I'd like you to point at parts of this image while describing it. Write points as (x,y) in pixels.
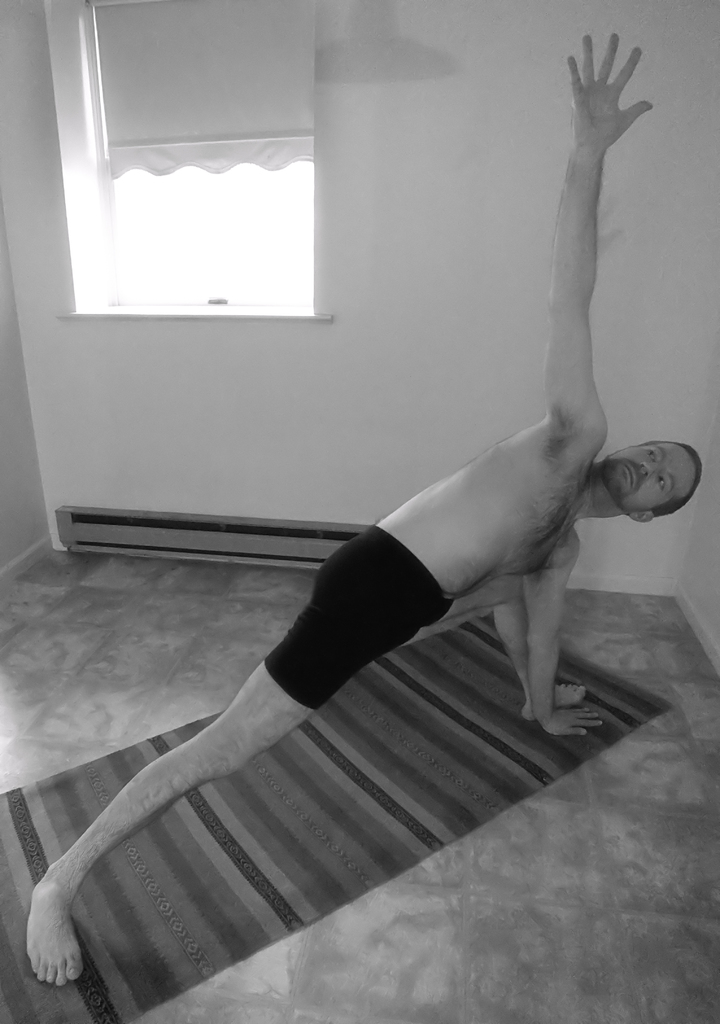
In this image we can see a person (537,604) doing exercises on the floor (532,826). On the backside (401,441) we can see a window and a wall (430,417).
